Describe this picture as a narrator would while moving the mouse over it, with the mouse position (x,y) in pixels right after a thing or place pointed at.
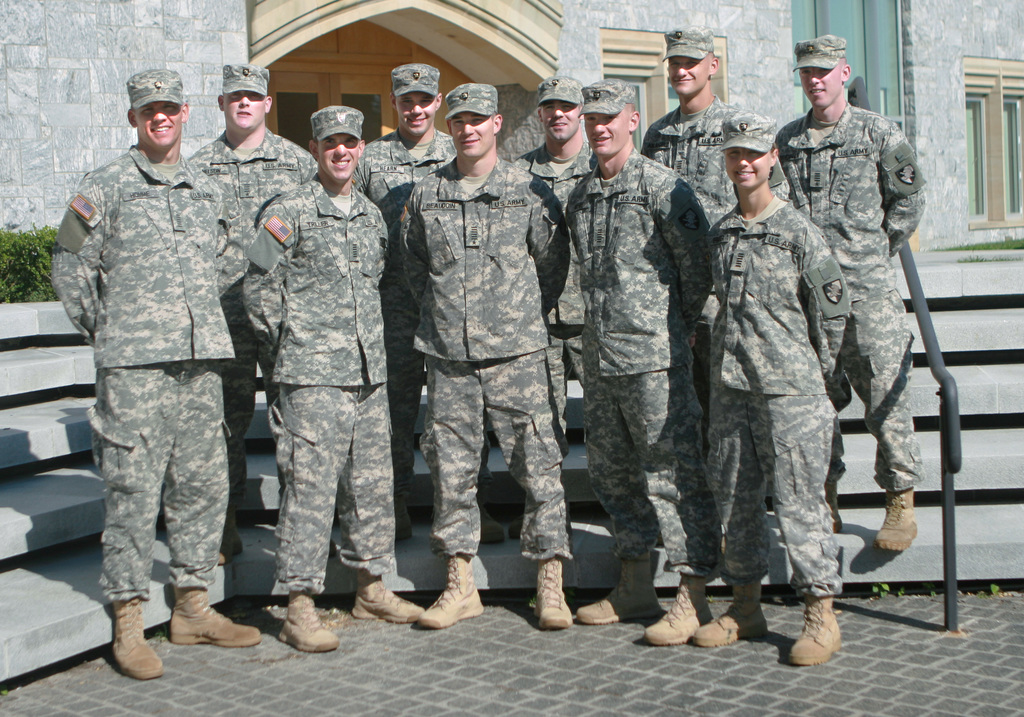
In this image there are group of army officers (512,278) standing in the middle (541,463). In the background (499,37) there is a building (79,39). Behind the officers (139,423) there are steps (36,424).
